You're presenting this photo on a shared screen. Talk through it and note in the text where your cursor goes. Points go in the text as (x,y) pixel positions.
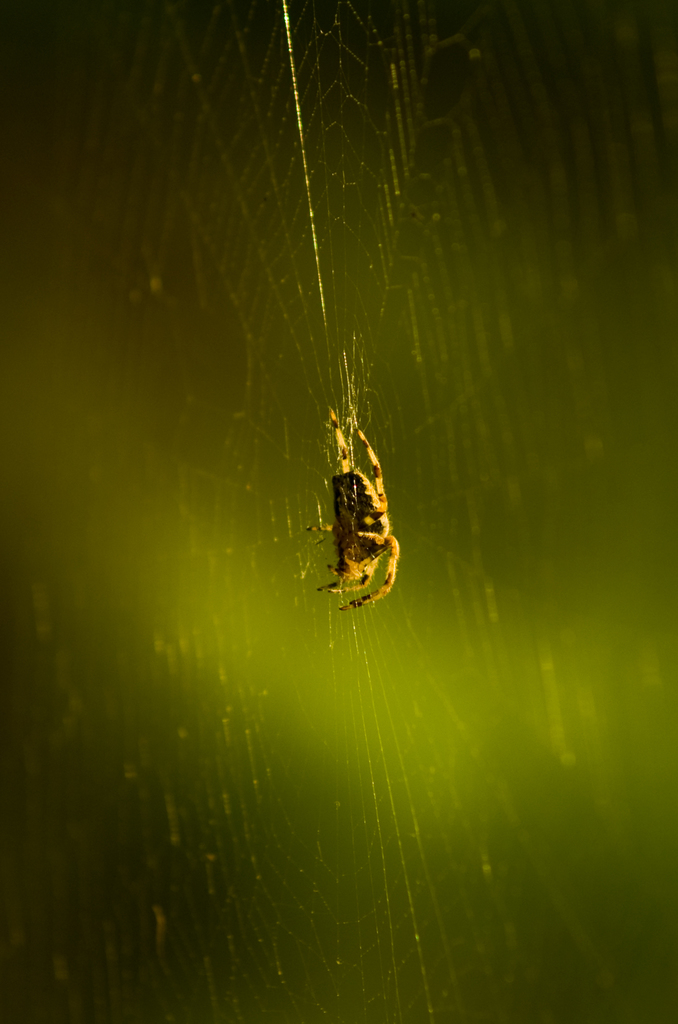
In this image, I can see a spider (363,534) on the spider web (288,549). The background (115,804) looks green in color.
